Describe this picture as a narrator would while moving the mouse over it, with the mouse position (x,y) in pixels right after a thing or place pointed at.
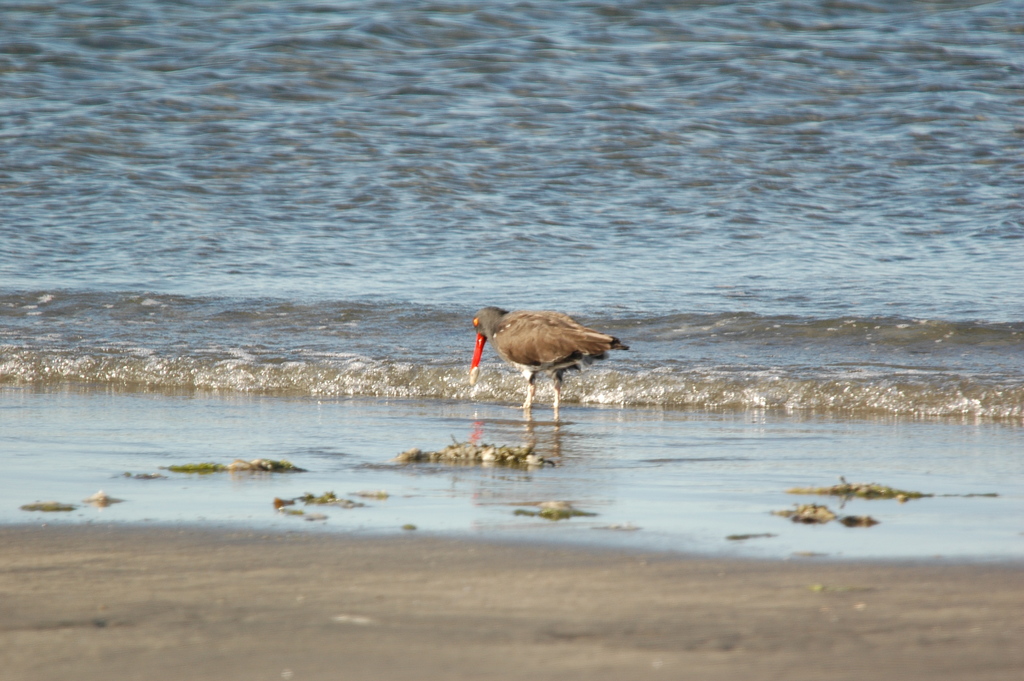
In this image, I can see a bird (544,360) standing near the seashore (518,443). This looks like a sea (665,209) with the water (850,286) flowing.
